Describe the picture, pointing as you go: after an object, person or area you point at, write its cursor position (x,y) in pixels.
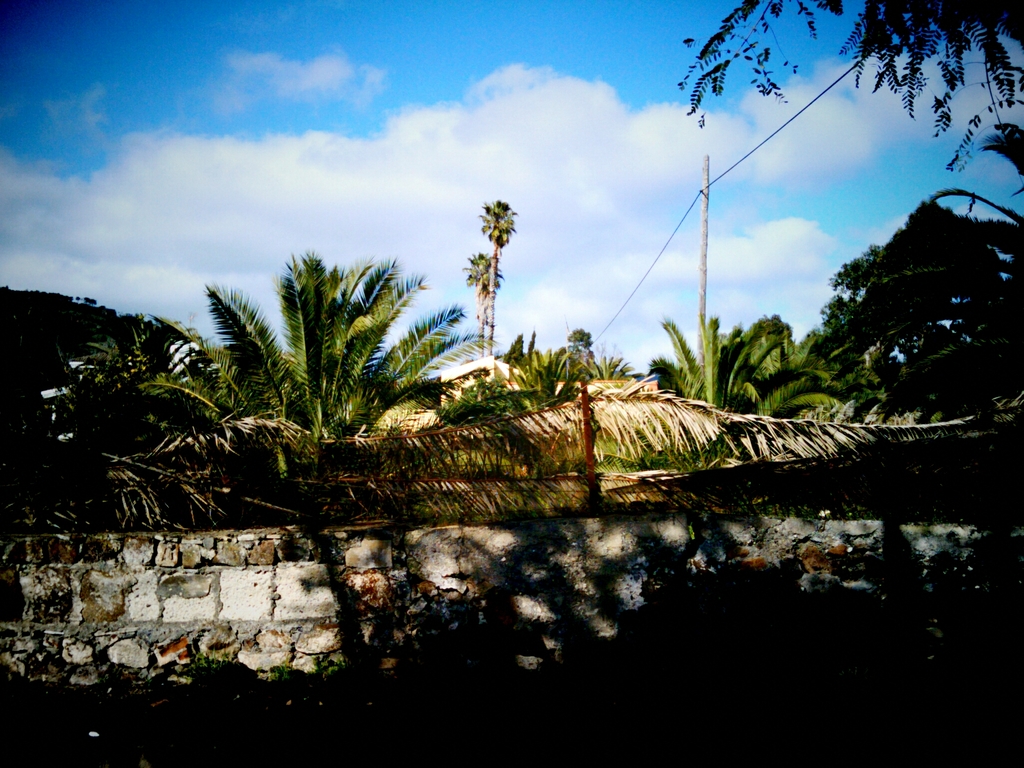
In this image we can see a wall (552,594). Behind the wall (291,564) we can see a group of trees (762,392) and a pole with a wire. At the top (579,122) we can see the sky (534,162).
